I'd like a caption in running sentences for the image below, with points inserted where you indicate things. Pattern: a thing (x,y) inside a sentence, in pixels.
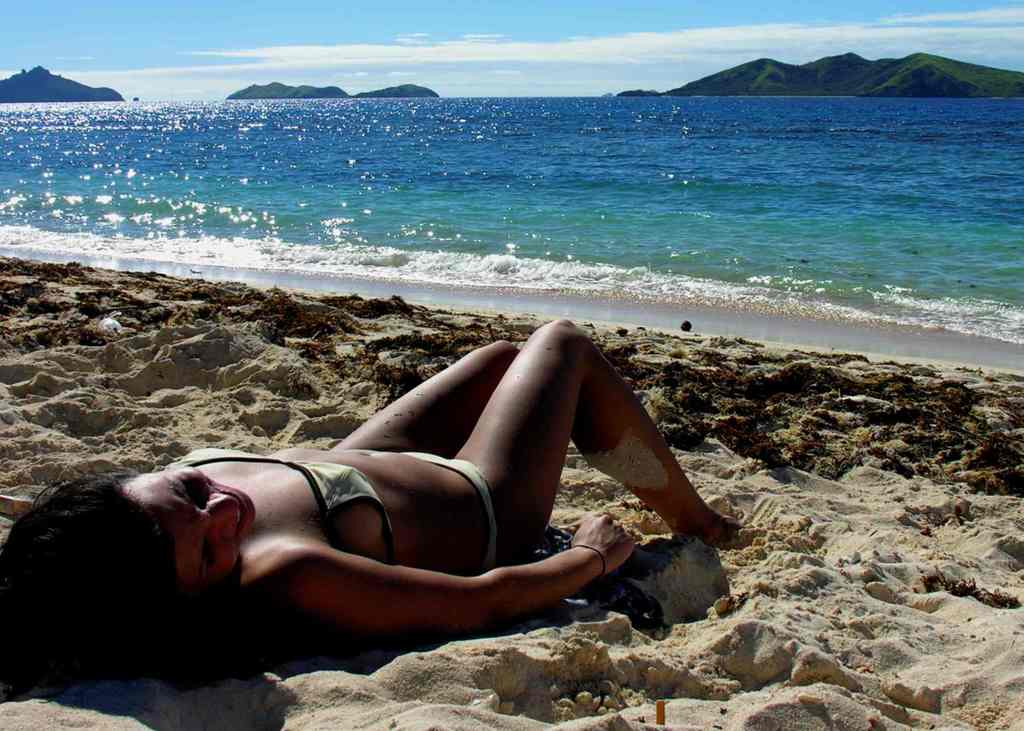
This image consists of a woman (384,559) sleeping in the sand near the beach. In the background (499,165), there is water (465,157) along with the mountains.
